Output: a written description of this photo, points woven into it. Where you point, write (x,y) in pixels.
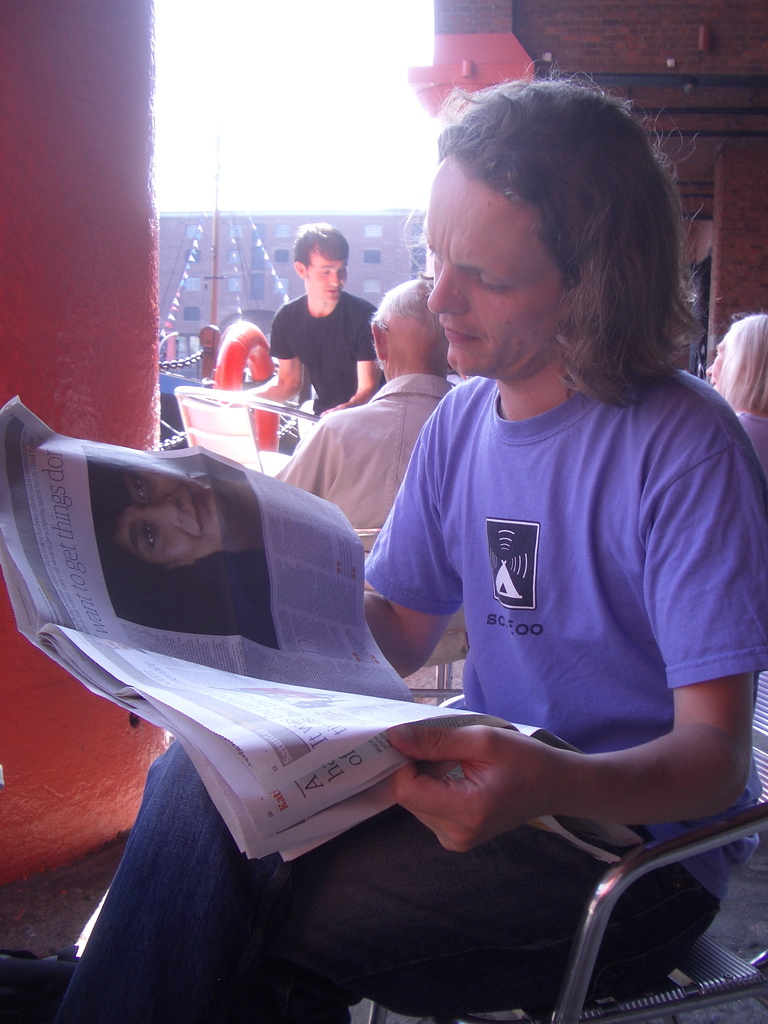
In this image, we can see a person (527,856) sitting on a chair (617,880) and holding a newspaper (256,629). In the background (370,364), we can see people (344,345), tube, walls (42,261), building (397,239), decorative objects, chain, few objects (167,420) and sky (245,90).
